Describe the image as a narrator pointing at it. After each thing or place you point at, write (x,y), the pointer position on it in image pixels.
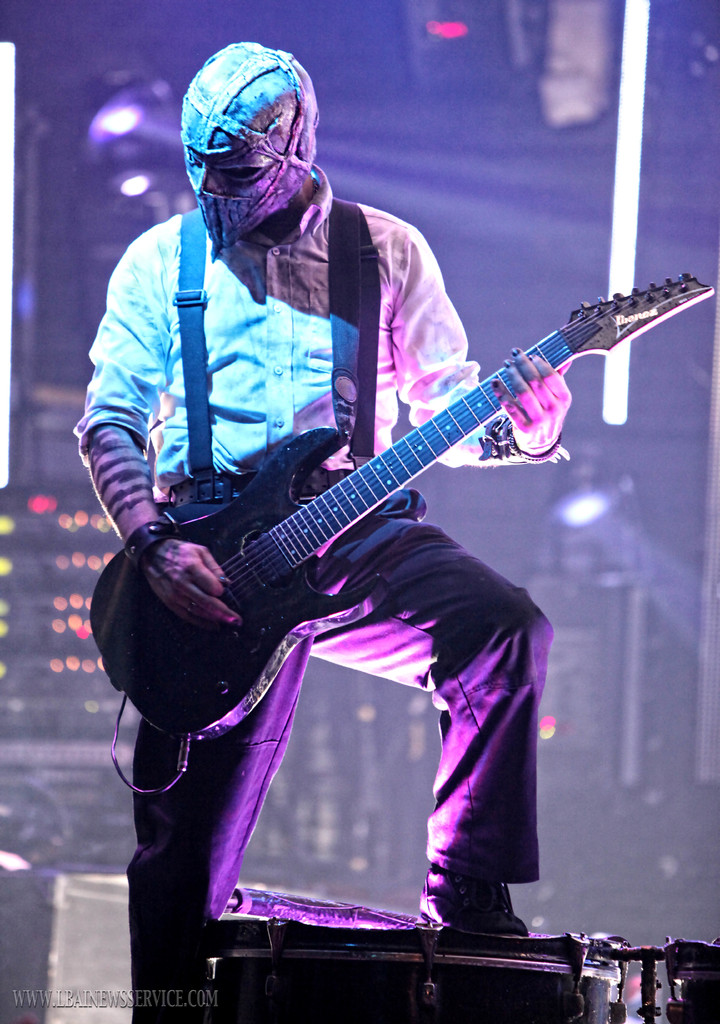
In this image i can see a person (266,365) wearing a mask (283,89) and holding a guitar (209,524) in his hands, he is wearing a white shirt (297,412) and black pant (432,647). In the background (70,699) i can see few lights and a musical system (23,529).
